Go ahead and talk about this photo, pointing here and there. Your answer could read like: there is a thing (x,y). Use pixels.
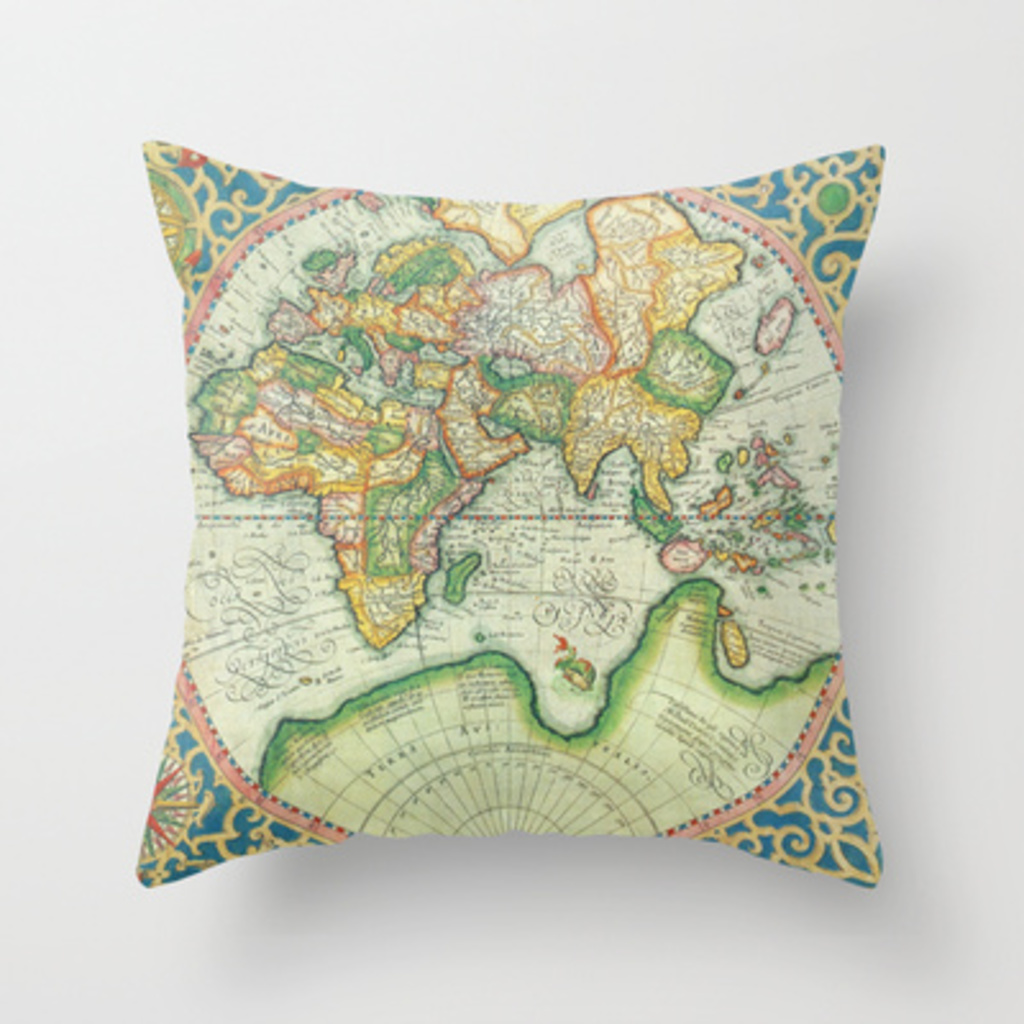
This picture shows a cushion (347,193) and we see a map (516,737) on it and its background (21,19) is white in color.
